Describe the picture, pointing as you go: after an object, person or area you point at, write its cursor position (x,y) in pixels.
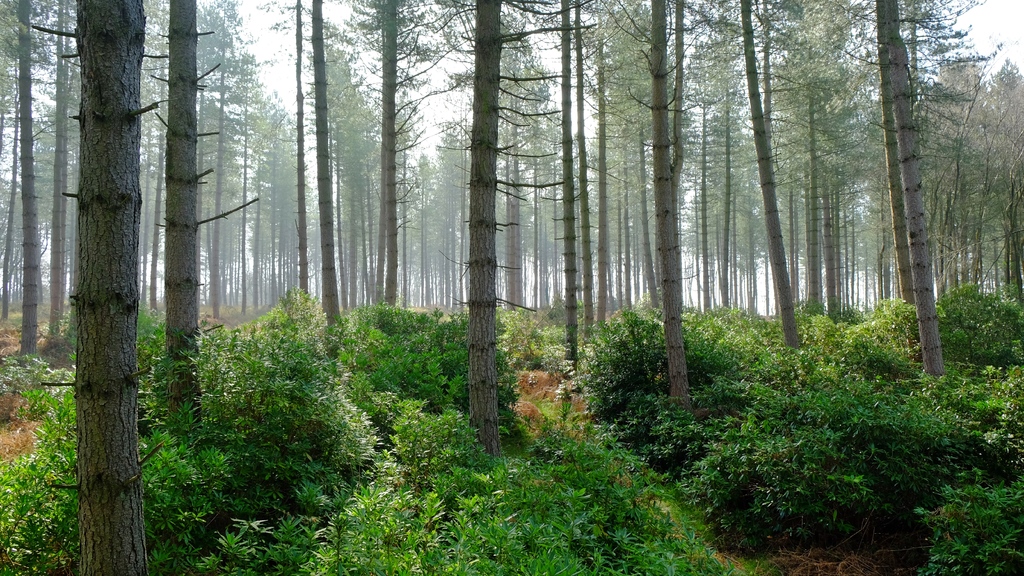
In this image I can see the plants (500,432) and many trees (666,270). In the background (426,123) I can see the sky (423,64).
